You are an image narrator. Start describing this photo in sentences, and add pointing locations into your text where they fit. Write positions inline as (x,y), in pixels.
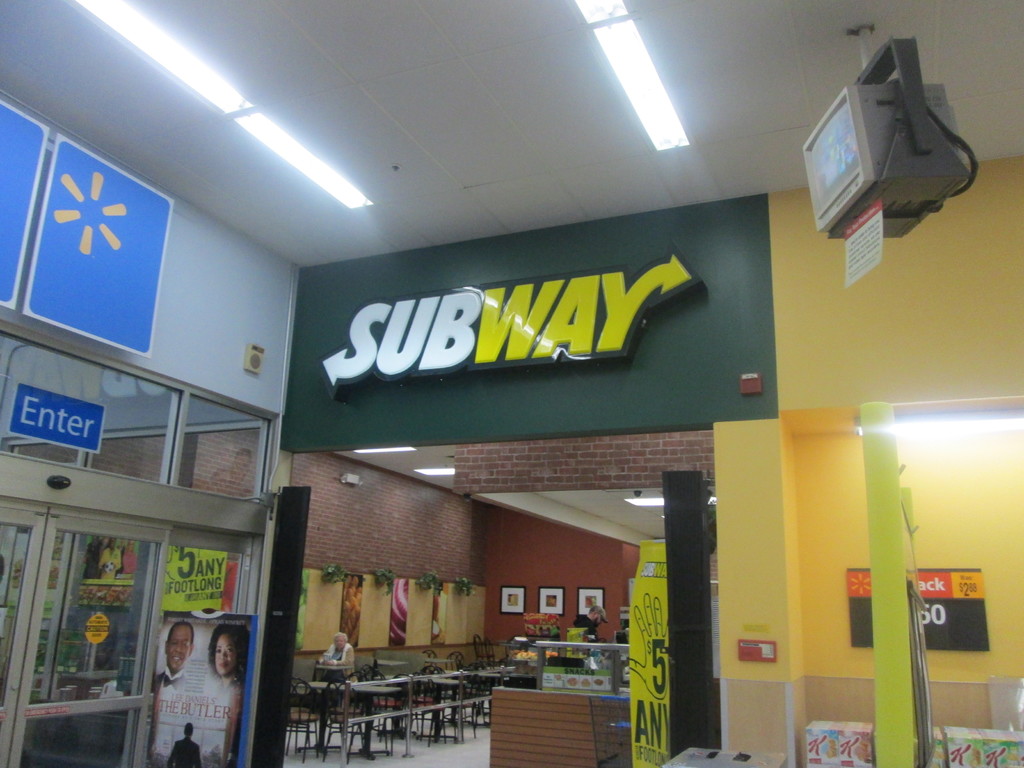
This is the picture of a room (858,463). In the middle of the image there is a person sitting behind the table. There are tables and chairs (463,695) and there are frames (584,590) on the wall (615,619). On the left side of the image (215,750) there is a hoarding (198,744) and there are posters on the wall (283,469) and there is a board (52,396) on the door (120,517). On the right side of the image (1005,732) there is a board (942,605) on the wall (963,688) and there are boxes (844,754). At the top (109,247) there are boards (94,246) and there is a device (930,195) and there are lights (136,5).
